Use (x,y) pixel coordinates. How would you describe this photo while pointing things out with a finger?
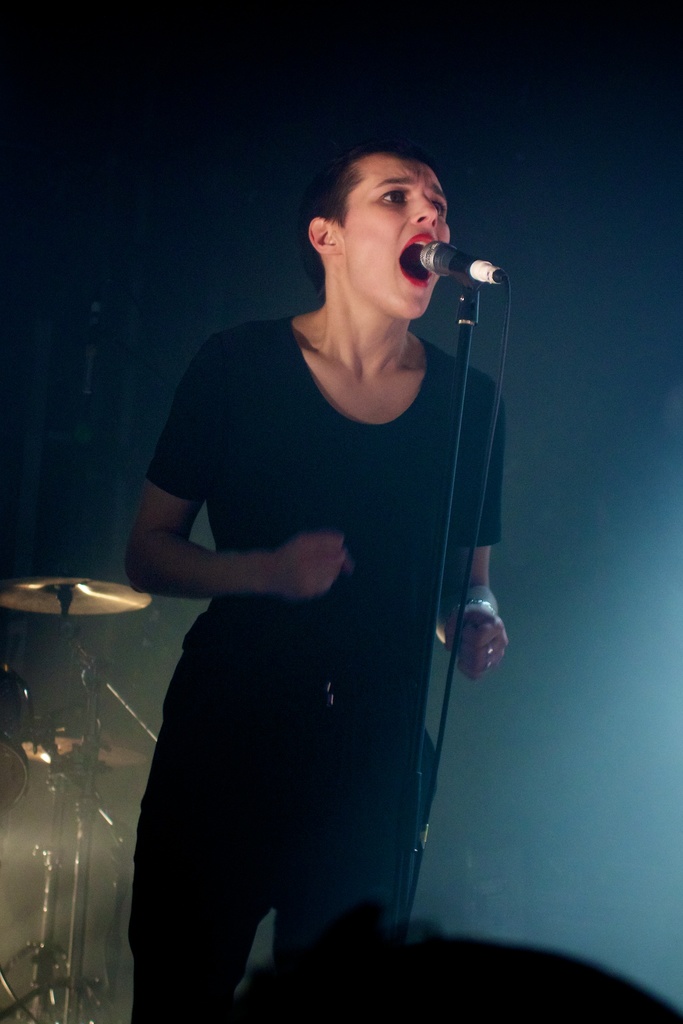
In this picture I can see a woman (408,447) standing and singing with the help of a microphone (440,260) and I can see drums (34,948) on the left side of the picture (71,589) and looks like a dark color background (24,542).
